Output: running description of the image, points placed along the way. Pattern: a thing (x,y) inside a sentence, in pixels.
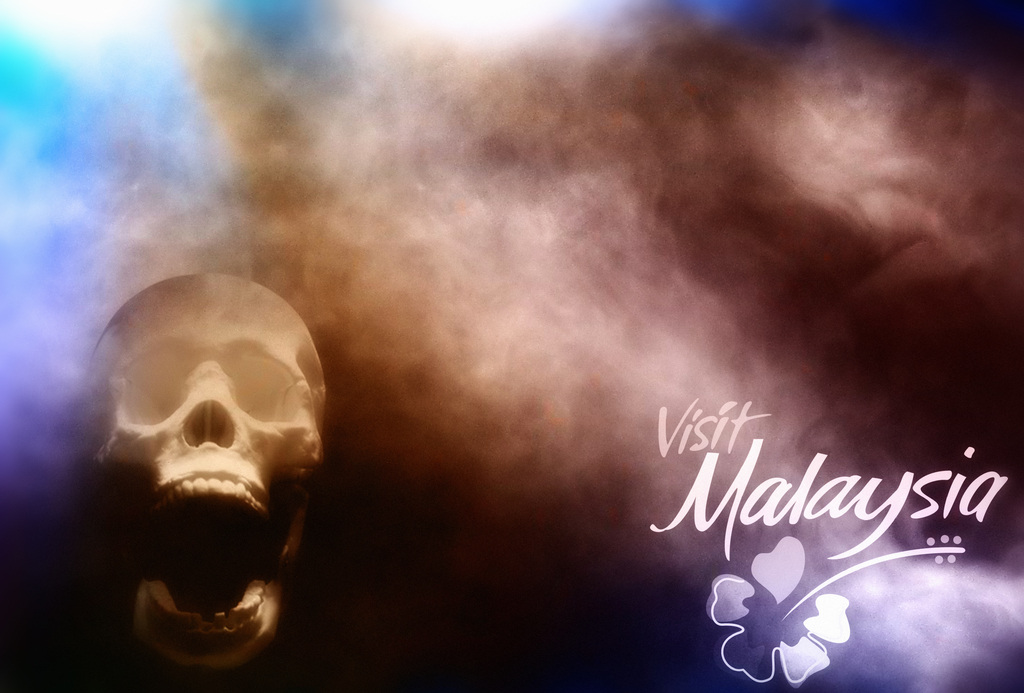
This image is an edited image. On the left side of the image (143,448) there is a skull (241,504). In the middle of the image (471,288) there is smoke (269,115). At the right bottom of the image (809,483) there is a text (808,503) in the image.
